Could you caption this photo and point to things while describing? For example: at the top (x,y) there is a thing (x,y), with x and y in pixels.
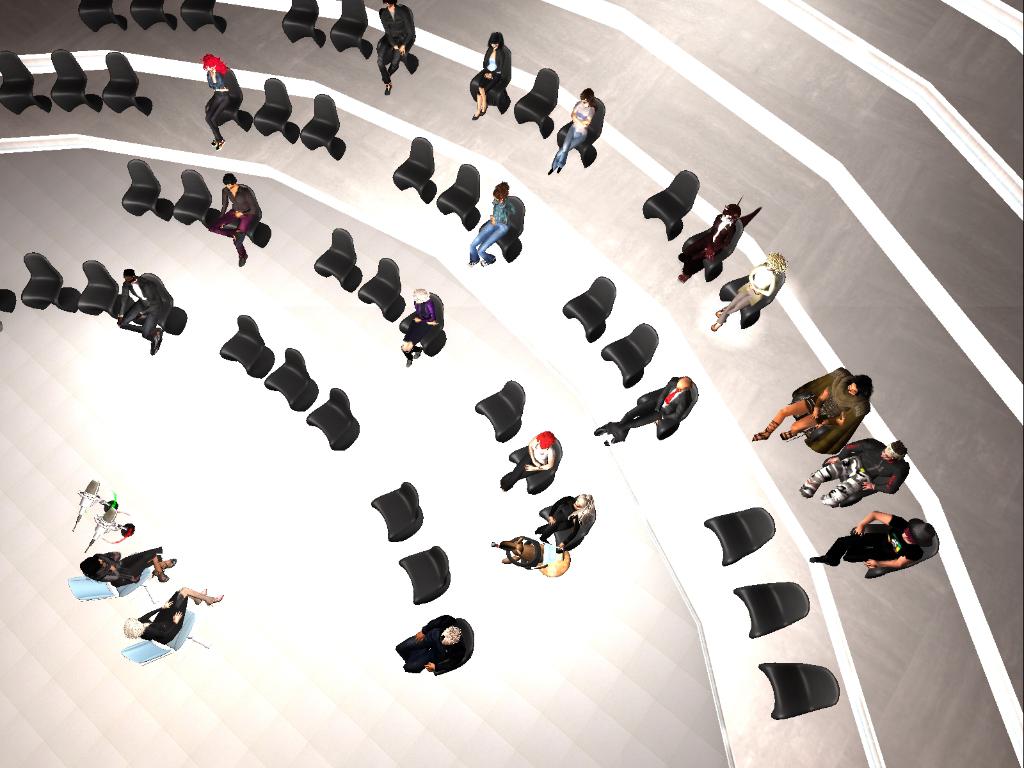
This is an animation picture. In this image there are group of people (480,229) sitting on the chairs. There are many chairs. At the bottom (79,521) there are microphones (106,520).
